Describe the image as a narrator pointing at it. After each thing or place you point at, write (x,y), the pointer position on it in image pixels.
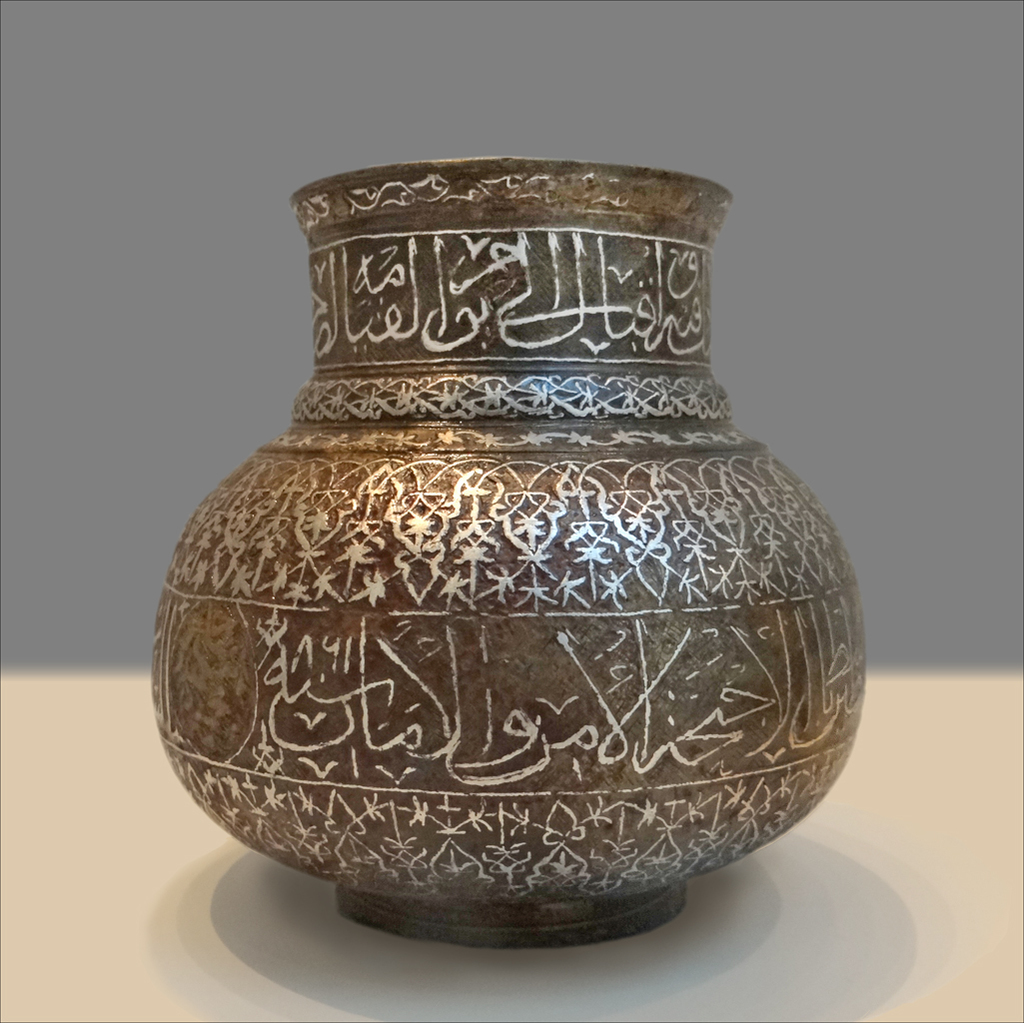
In this image we can see texts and designs (519,414) on a pot (428,388) which is on a platform (44,775). In the background (207,250) the image is in gray color.
